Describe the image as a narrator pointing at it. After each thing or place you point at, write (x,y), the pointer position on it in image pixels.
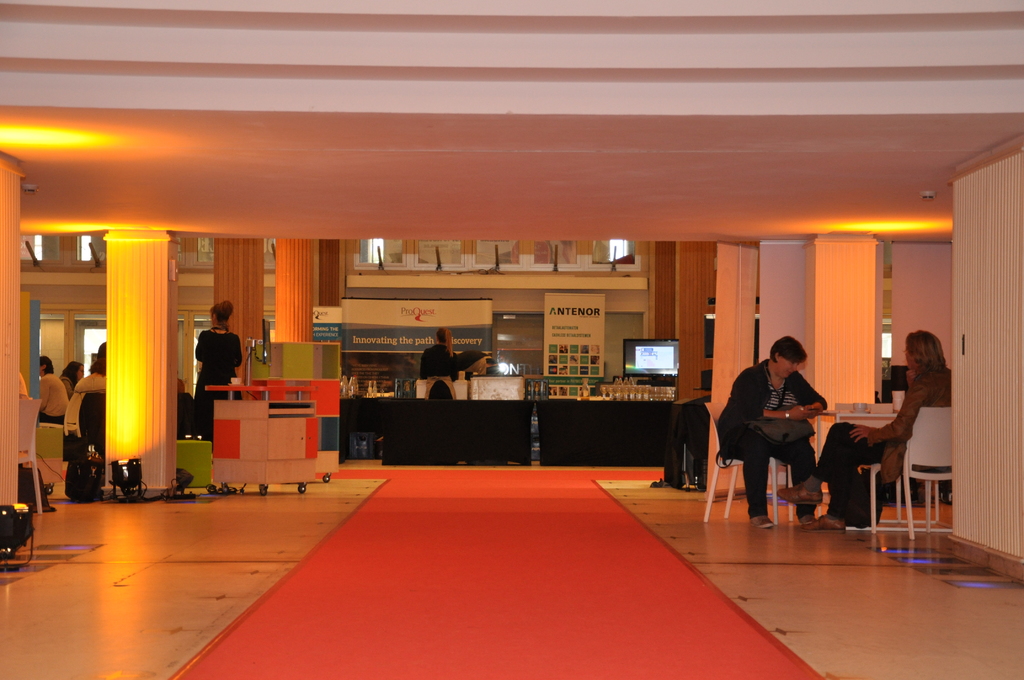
The picture is taken in a building (812,643). On the right (769,458) there are tables (849,417), chairs (716,461), pillars (814,283) and people (826,445). In the center of the picture (377,360) there are tables (486,435), people (425,368), hoardings (388,322), television (641,362), carpet (400,596) and other objects (345,380). On the left (66,376) there are chairs (27,417), people (209,407), lights (117,467), pillars (131,368) and other objects (249,407). At the top (399,198) it is ceiling (444,46) painted white.
